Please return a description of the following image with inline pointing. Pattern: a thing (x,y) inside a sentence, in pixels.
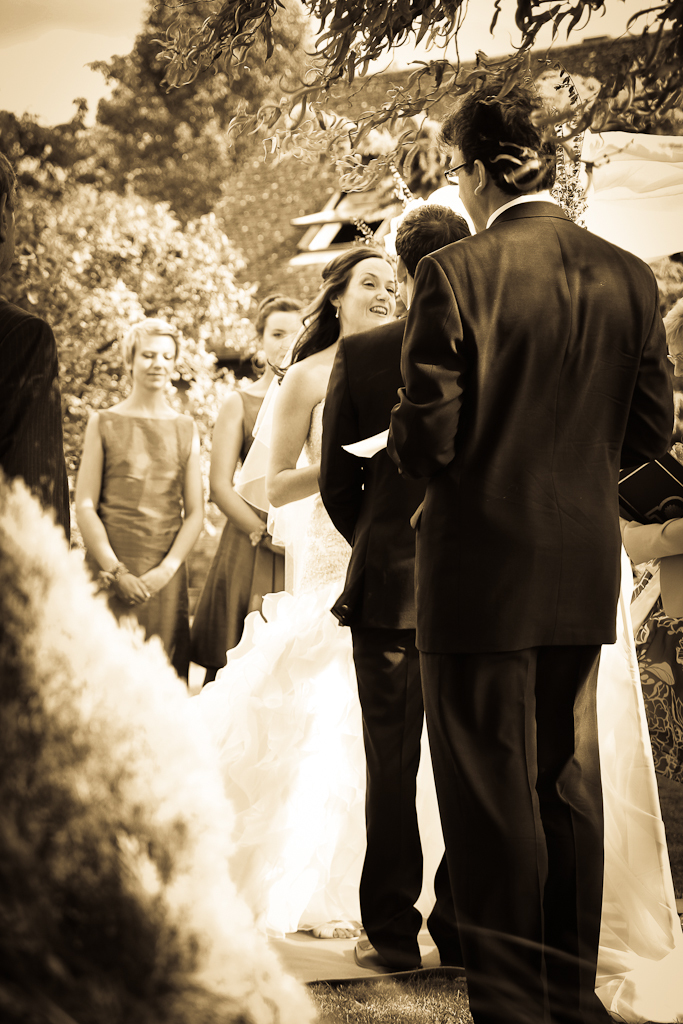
In this image there are persons (310,487) standing and in the center (318,386) there is a woman (291,464) standing and wearing a white colour dress (290,634) and smiling. In the background (641,197) there are trees (350,82) and there is a tent (645,205) which is visible and the sky (82,73) is cloudy.
